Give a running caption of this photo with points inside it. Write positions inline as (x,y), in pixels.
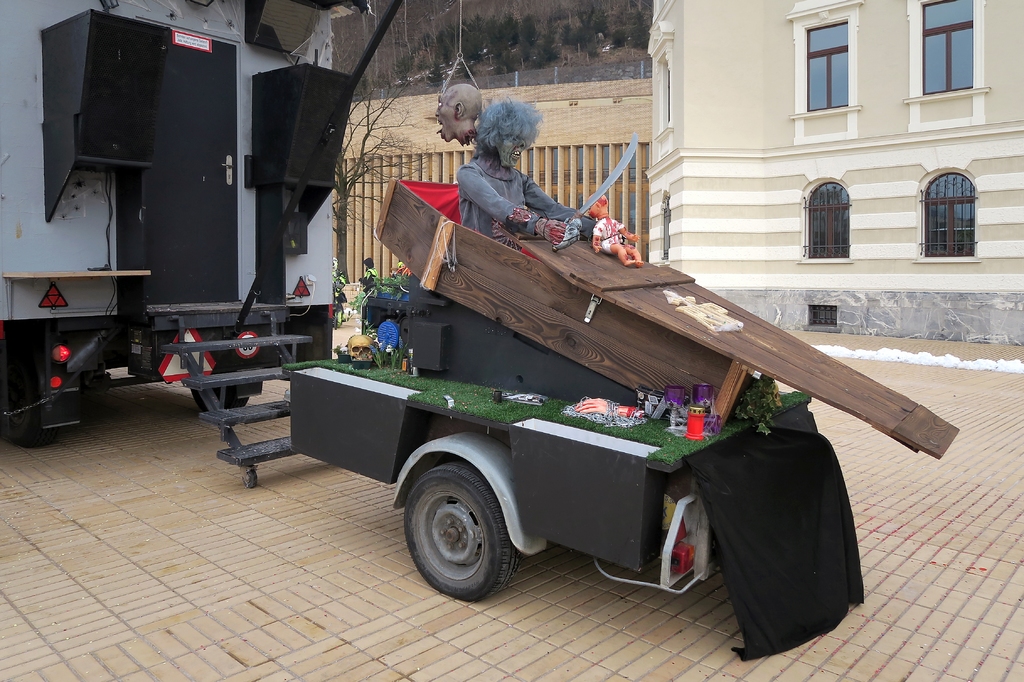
In this image in the center (360,425) there is one vehicle (494,459), and there is one coffin (551,279) in that coffin (523,263) there are some toys (581,208) and also there are two objects (519,148). In the background (219,265) there is another vehicle (171,161) and some buildings (408,131) and trees (408,140).
